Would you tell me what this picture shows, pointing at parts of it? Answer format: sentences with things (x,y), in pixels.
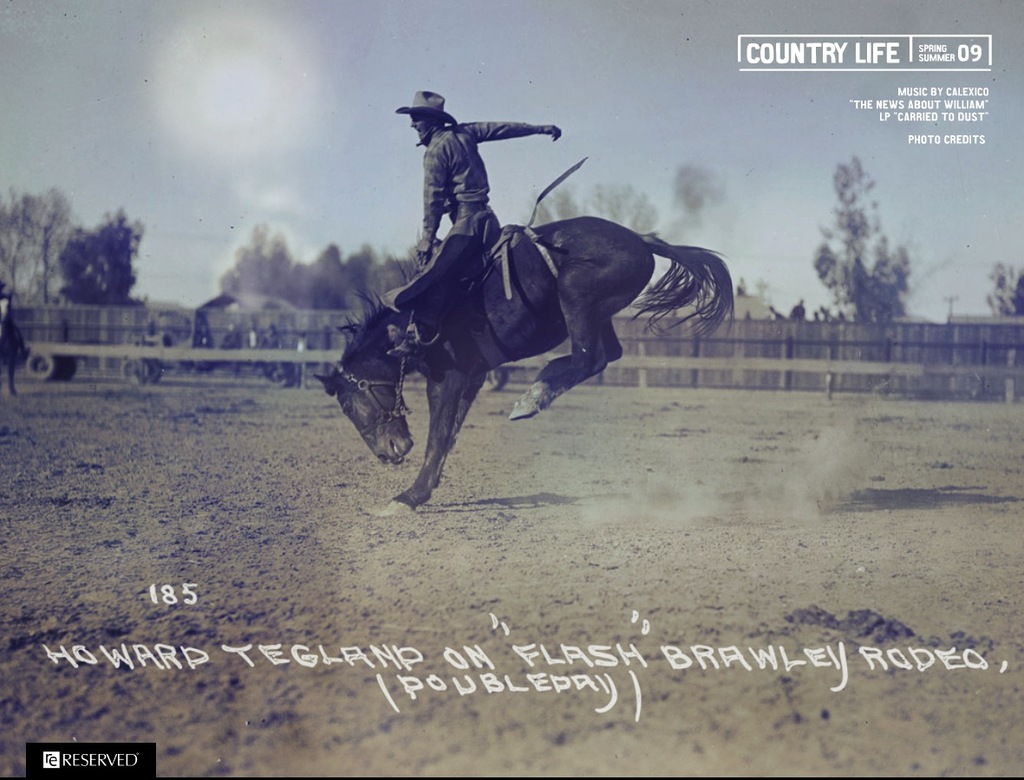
In the foreground of this image (595,647), there is some text (499,677) on the bottom (535,668) and on the right top (941,64). In the middle (464,263), there is a man (450,203) sitting on a bucking horse (466,333). In the background (803,343), there is wooden boundary (832,345) and it seems like a vehicle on the left (69,370), few trees (61,244), sky (255,39) and the sun (216,43) in the background (464,46).
